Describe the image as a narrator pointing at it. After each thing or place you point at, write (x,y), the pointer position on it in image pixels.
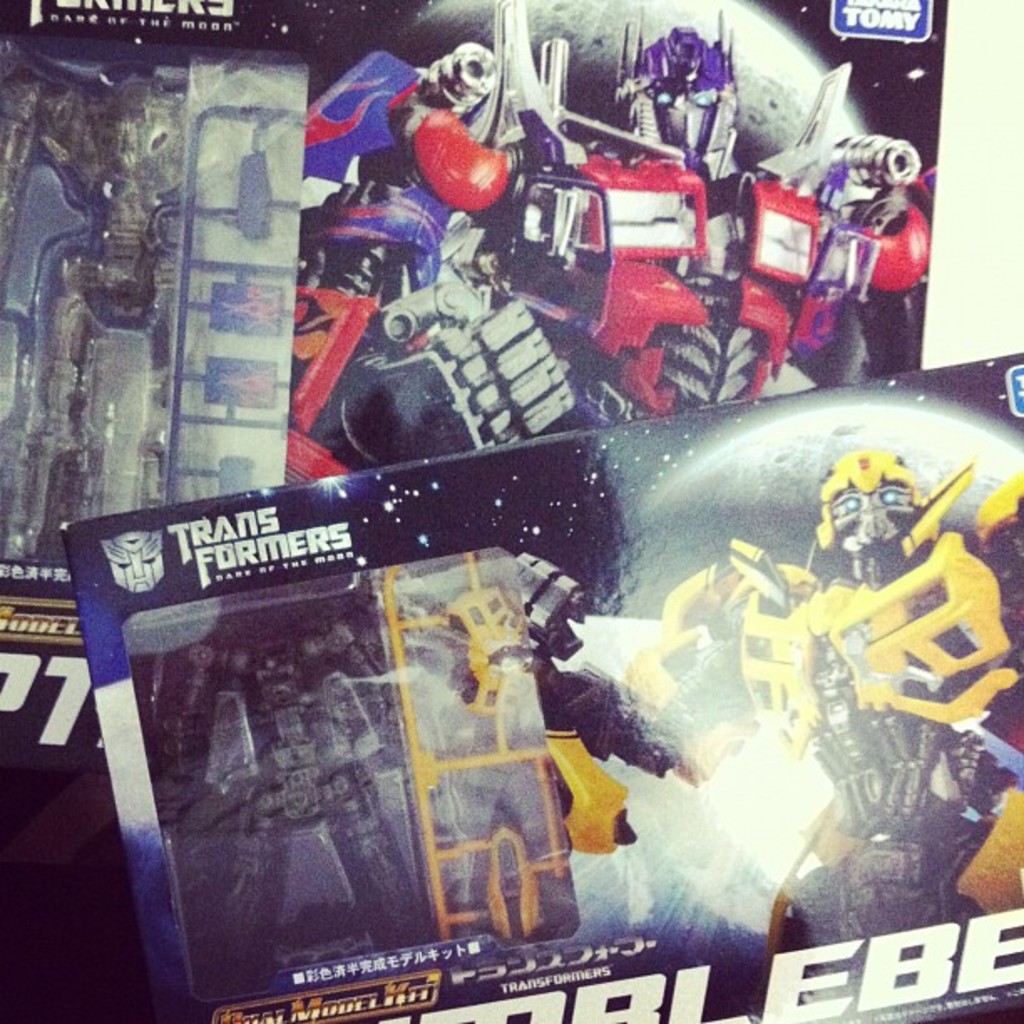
In this image there are toy boxes (451,450) with some text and images (615,484) on it.
